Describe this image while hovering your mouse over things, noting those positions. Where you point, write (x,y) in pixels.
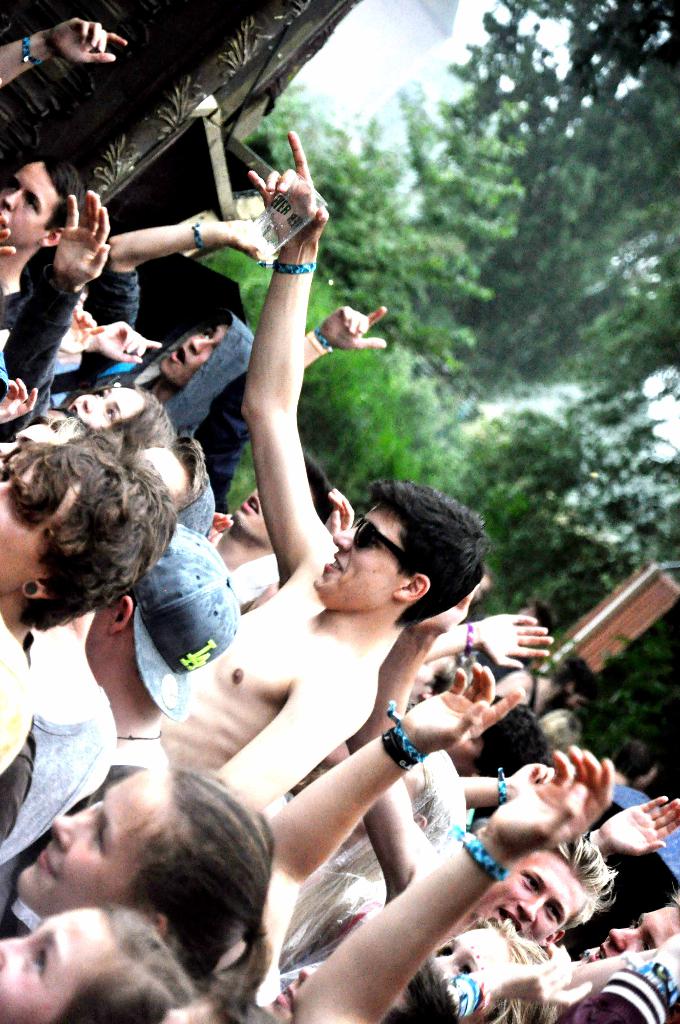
In this image I can see group of people (251,659) standing beside them there are so many trees (356,248) and buildings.
